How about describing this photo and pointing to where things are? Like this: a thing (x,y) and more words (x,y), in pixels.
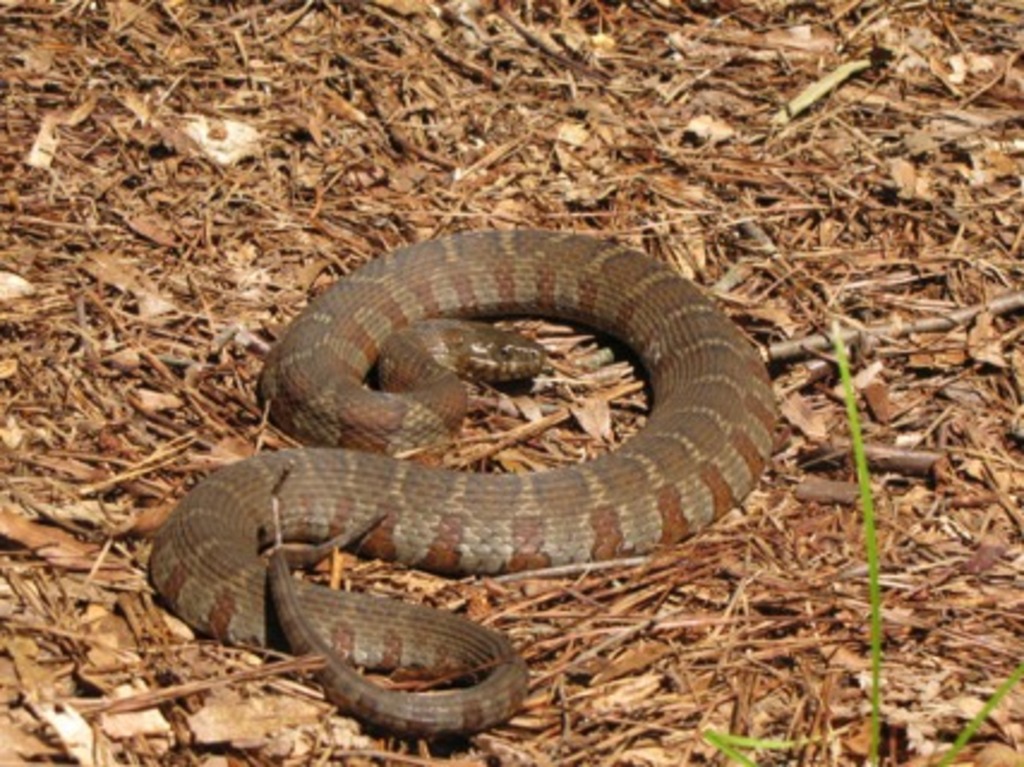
In this image we can see a snake (225,534) and some dried leaves (170,319) on the ground (510,613).
